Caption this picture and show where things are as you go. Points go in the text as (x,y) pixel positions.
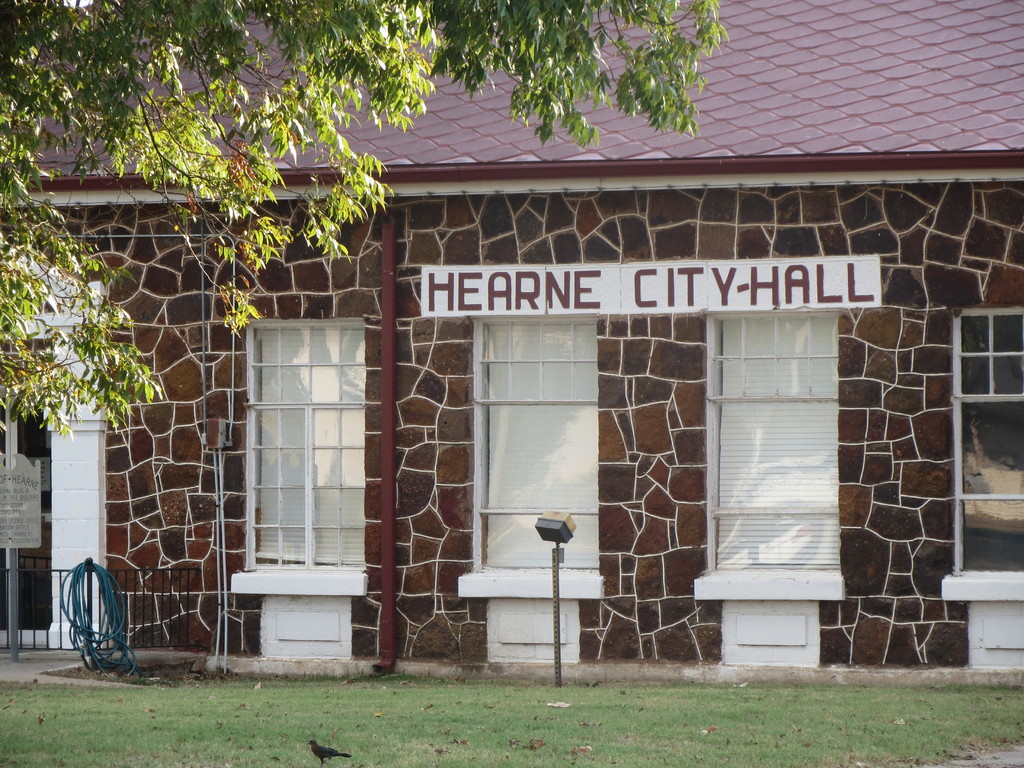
In this image we can see there is a building (511,372), in front of the building (127,192) there is a tree (86,272) and a bird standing on the surface (461,730) of the grass (677,741).
